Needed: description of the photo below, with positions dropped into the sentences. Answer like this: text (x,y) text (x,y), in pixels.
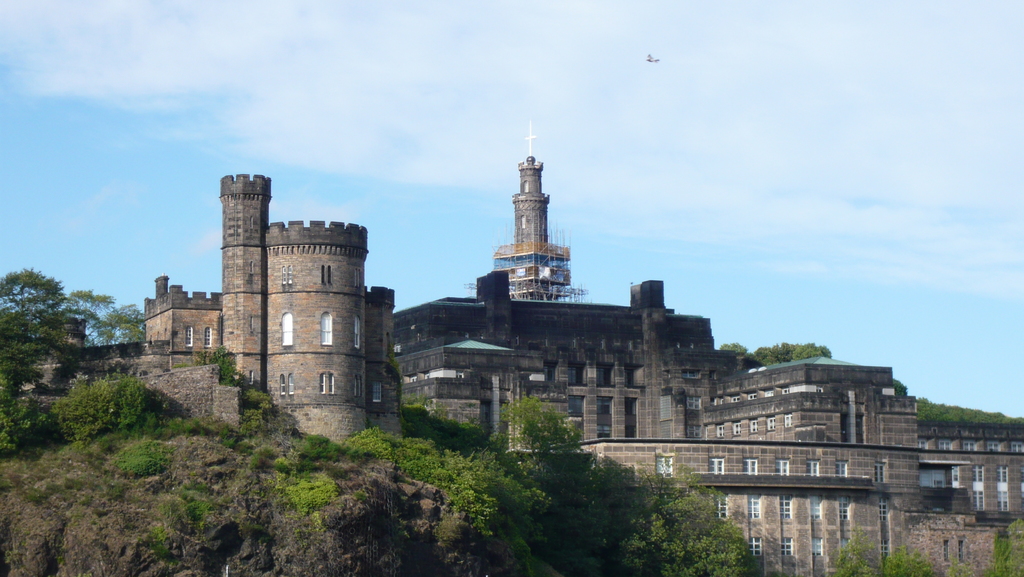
In this image I can see on the left side (7,384) there are trees (146,421), in the middle (344,295) it's a very big building (574,422), at the top (443,70) it is the sky (443,69).
